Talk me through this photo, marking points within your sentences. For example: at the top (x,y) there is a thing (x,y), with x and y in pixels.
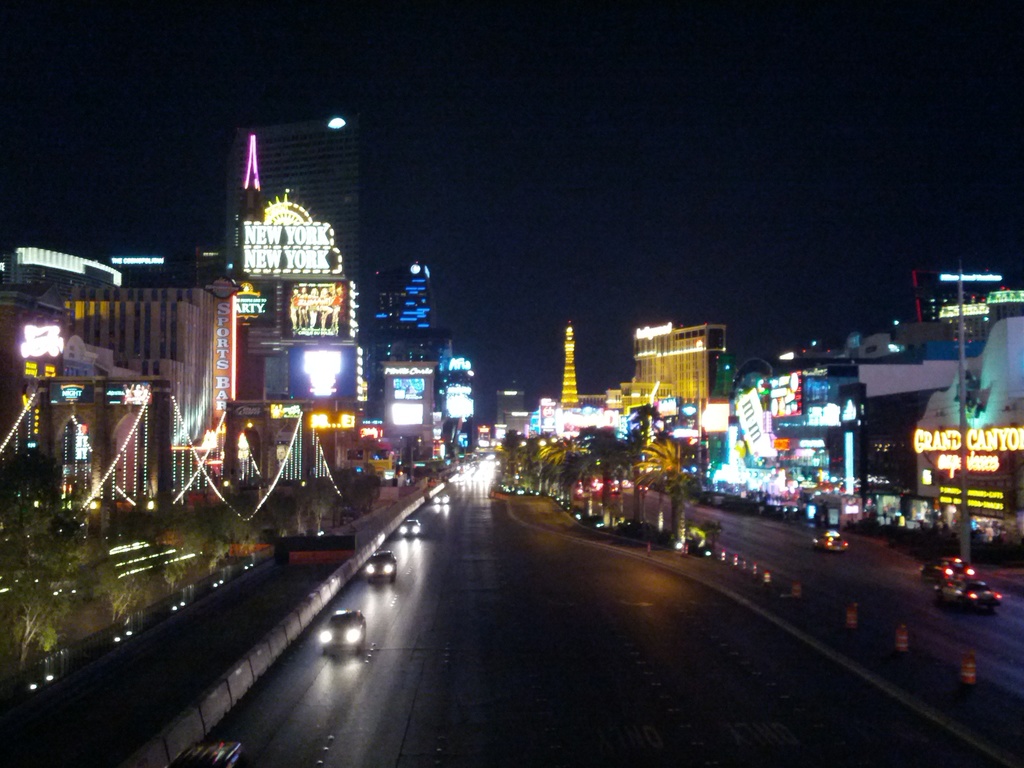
In the center of the image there are vehicles (204,749) on the road (712,640). There are trees (516,467). In the background of the image (709,476) there are buildings (94,438), lights (632,414) and sky (749,107).
